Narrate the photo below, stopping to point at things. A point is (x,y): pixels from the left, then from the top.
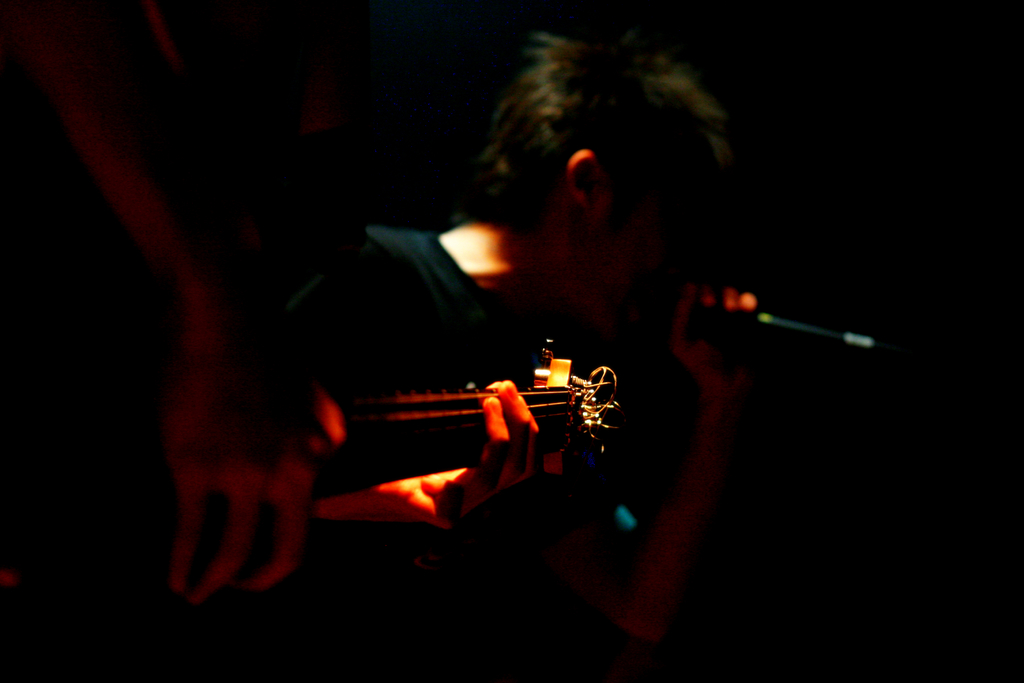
On the left (211,461) there is a person (299,471) playing guitar (427,471). In the center of the picture (570,269) there is a person (554,288) singing. The background (479,72) is dark.
